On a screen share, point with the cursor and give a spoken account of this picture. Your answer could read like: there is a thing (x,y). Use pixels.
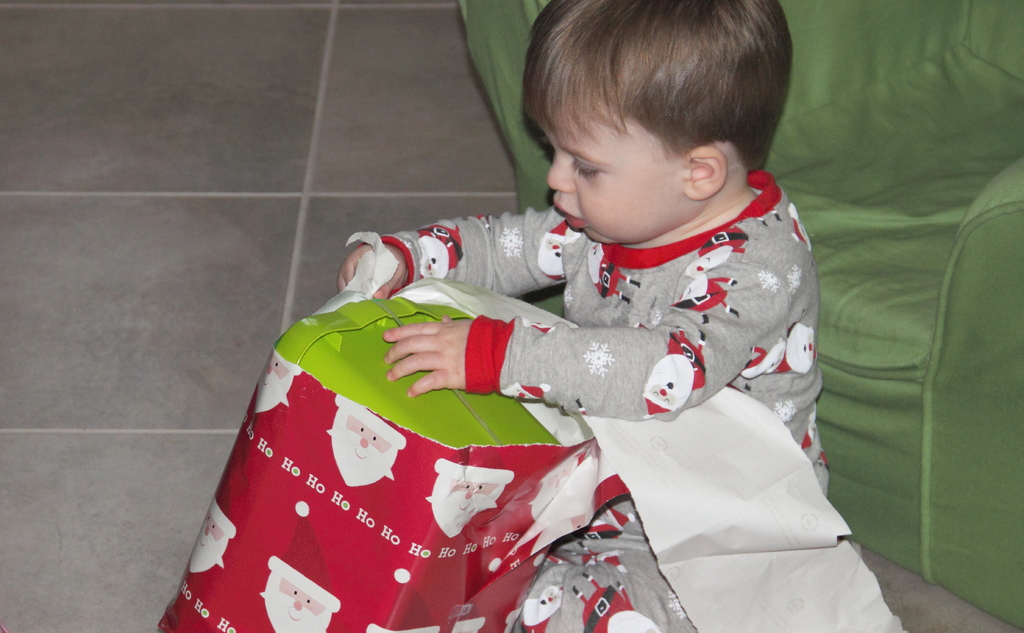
In this image, we can see a kid (658,199) wearing clothes (724,326) and holding a box (334,408). There is a sofa (842,348) on the right side of the image (935,303).
